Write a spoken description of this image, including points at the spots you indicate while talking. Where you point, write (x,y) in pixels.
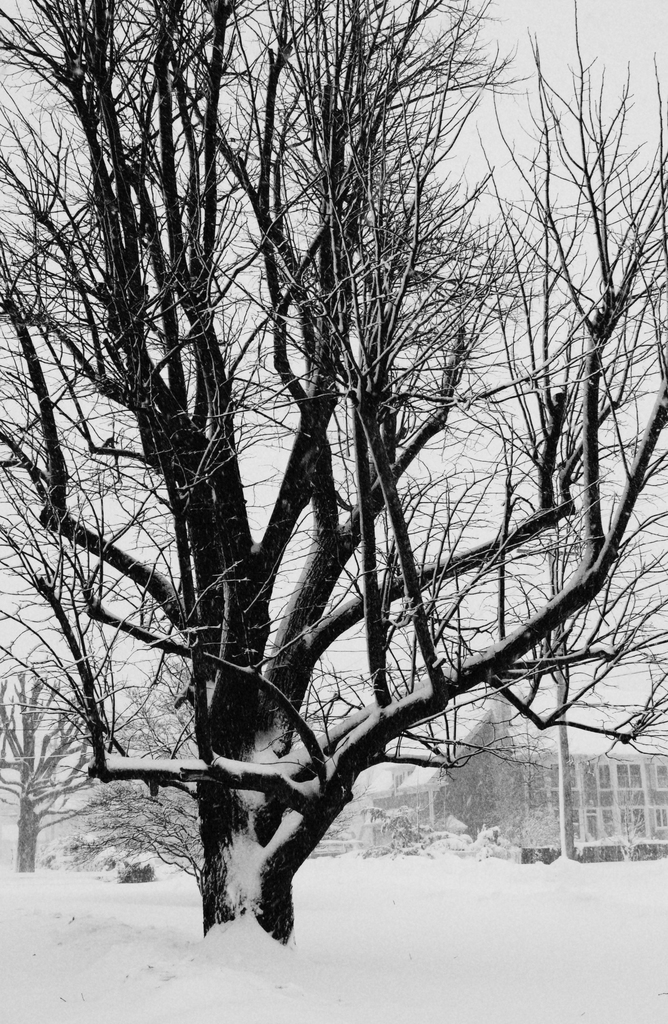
In this picture we can see snow (241,799) and trees (257,830). In the background of the image (596,820) we can see building (611,794), pole (562,782) and sky (652,577).
